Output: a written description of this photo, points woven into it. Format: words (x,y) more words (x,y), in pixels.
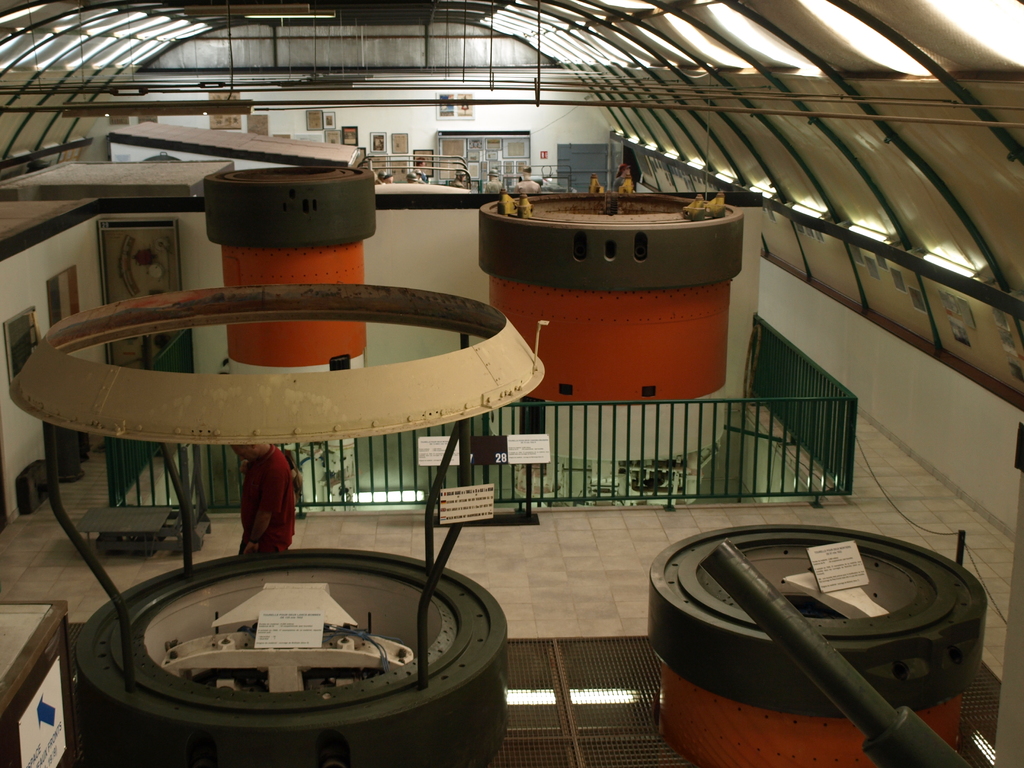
In this image we can see containers (220,763), boards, fence (797,494), floor (821,513), walls (407,270), lights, roof (1,97), and people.
